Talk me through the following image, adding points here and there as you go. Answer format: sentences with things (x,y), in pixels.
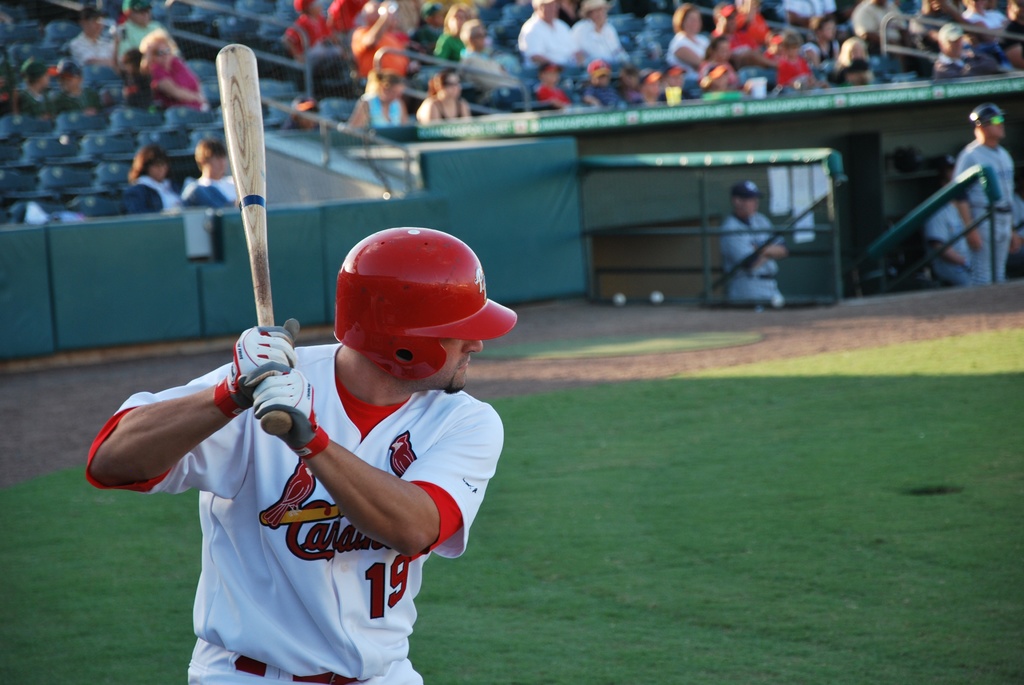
In this picture I can see there is a man (327,549) standing and he is wearing a white jersey (330,401), a red helmet (414,303) and holding a baseball bat (235,123) and there are two people (775,244) standing at the right side (961,265). In the backdrop (251,8), there are few empty chairs (97,183) and a few people (162,60) sitting in the chairs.
